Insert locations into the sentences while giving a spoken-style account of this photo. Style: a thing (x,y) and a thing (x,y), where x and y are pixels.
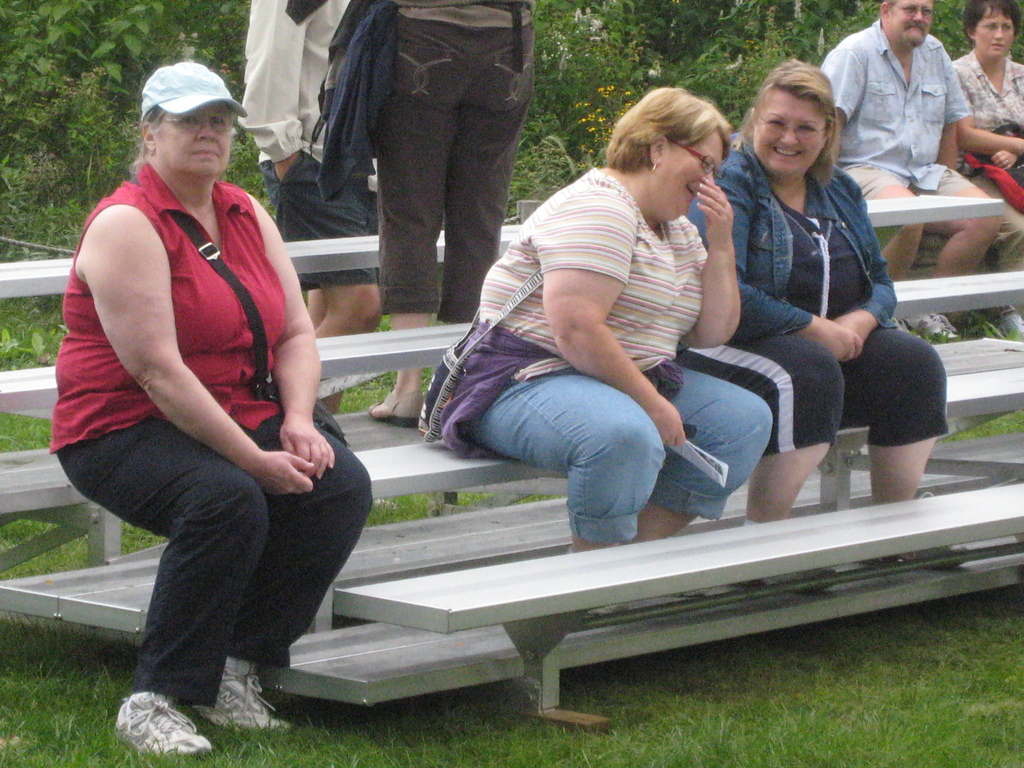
In the center (649,317) we can see three women (627,404) were sitting on the bench (481,516) and two of them were smiling. In the background (50,159) there is a tree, plant (743,50), grass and few persons (942,95) were sitting and standing.
